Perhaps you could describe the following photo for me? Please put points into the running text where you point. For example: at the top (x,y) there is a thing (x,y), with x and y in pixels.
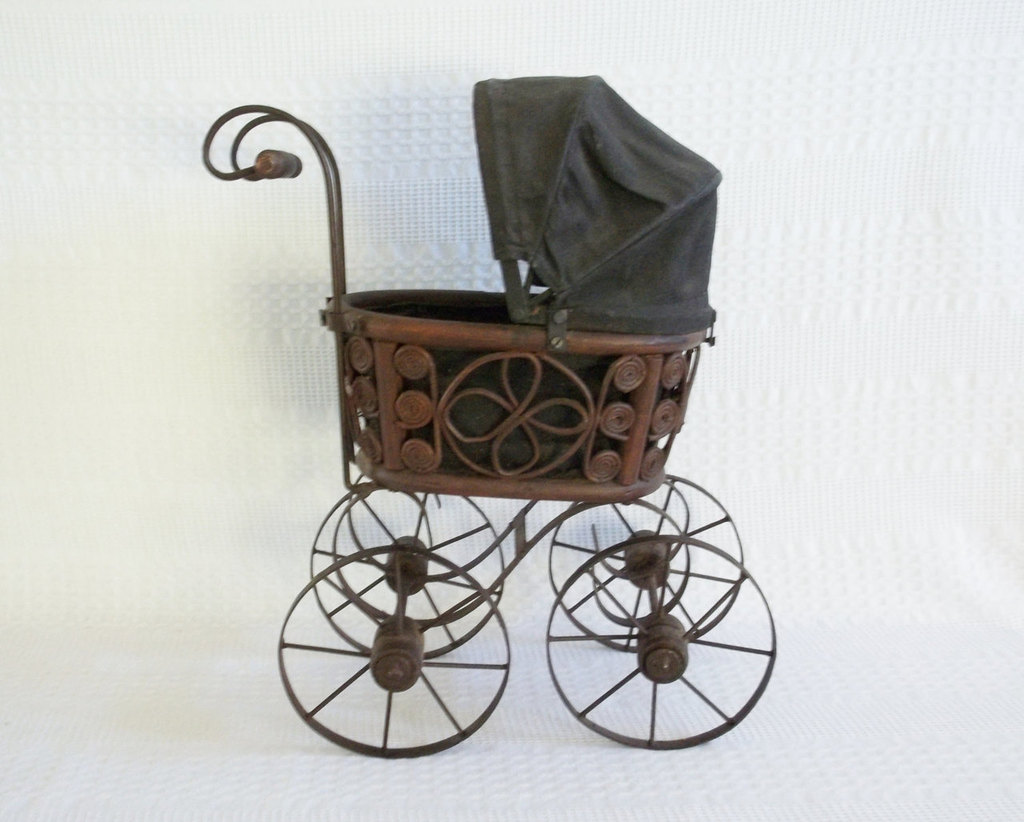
In the center of the image (390,371) we can see the vintage doll carriage (607,119) is present on the surface (335,655).
